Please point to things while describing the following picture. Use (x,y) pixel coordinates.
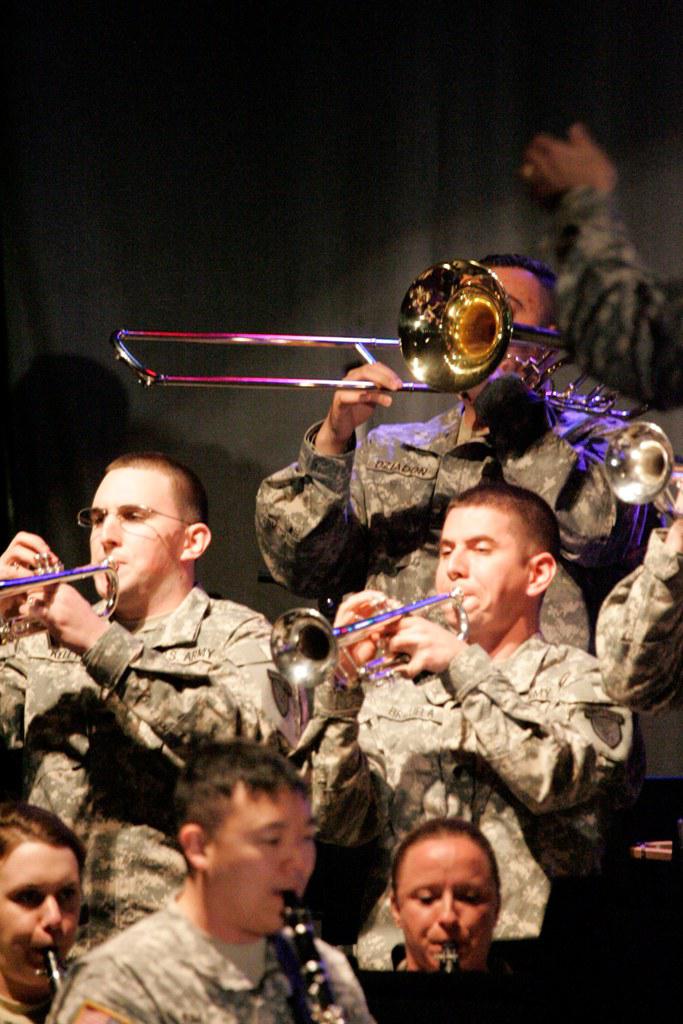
In the image in the center (455,520) we can see few peoples (444,519) were standing and they were playing trumpet instrument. In the background (337,147) there is a wall (340,131).
